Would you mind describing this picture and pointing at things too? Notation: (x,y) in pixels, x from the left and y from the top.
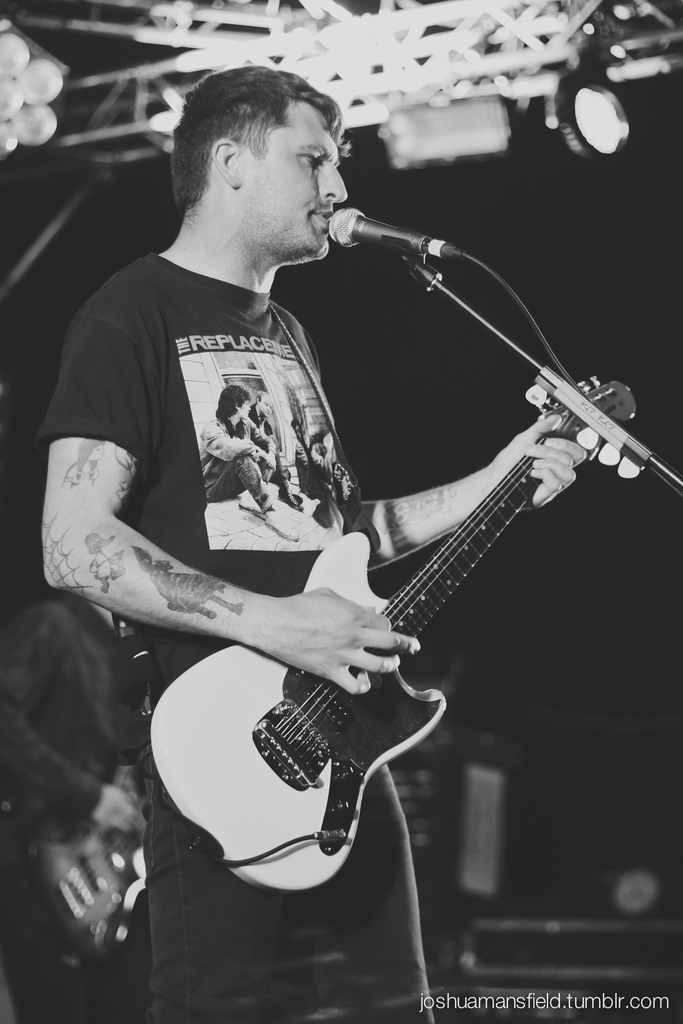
In this image I can see the person (294,390) standing in-front of the mic (377,240) and holding the guitar (344,730). In the background (100,732) there is a another person (104,763) holding the guitar (105,891).
